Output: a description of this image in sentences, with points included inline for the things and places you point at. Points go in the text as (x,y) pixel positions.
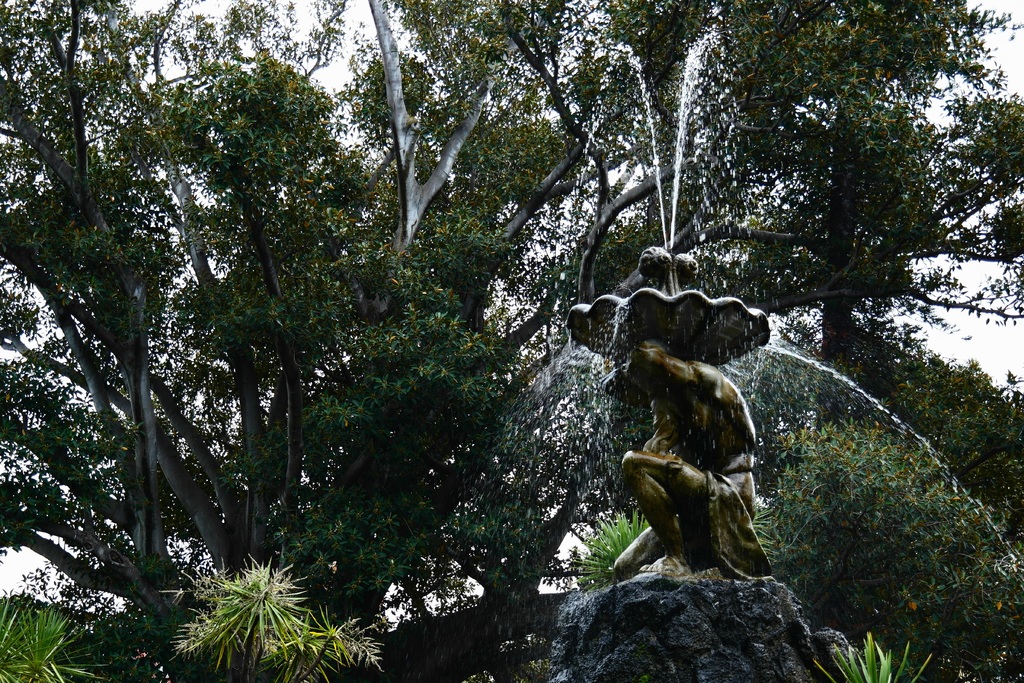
In this picture there is a fountain (740,552) on the right side of the image (693,568) and there is greenery (870,471) around the area of the image.
